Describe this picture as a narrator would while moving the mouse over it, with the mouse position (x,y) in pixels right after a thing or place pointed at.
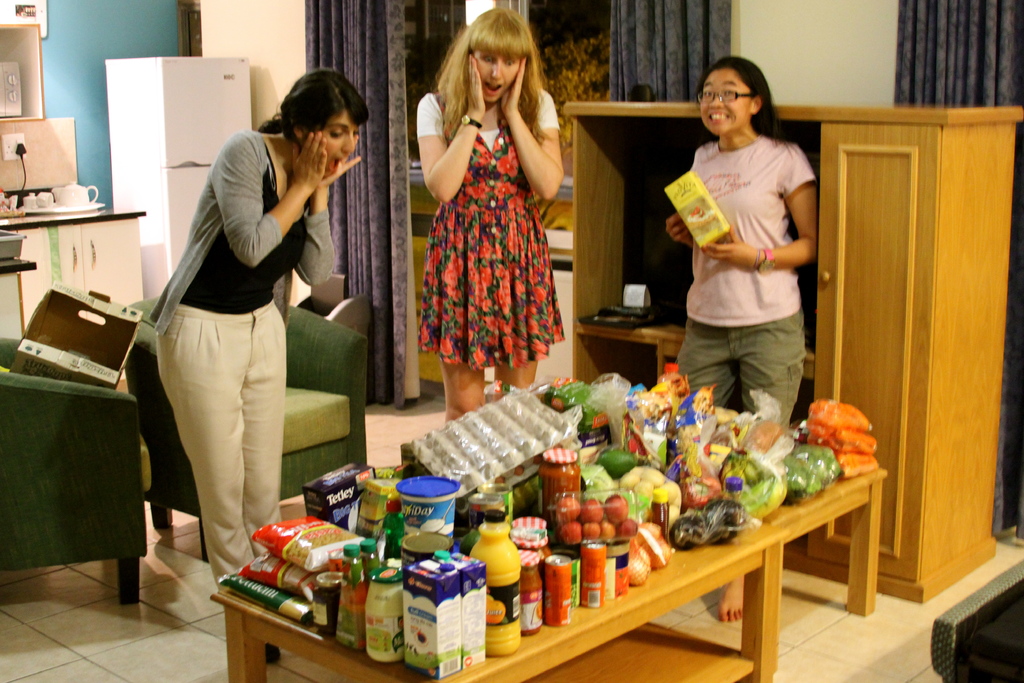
In this picture we can see three girls (469,251) in the image. On the center table (638,679) we can see some vegetables (736,530) and dairy products (453,511). Behind we can see a green sofa (131,362) and white refrigerator (163,116). In the background (374,13) there are some curtains (620,59) and white wall (782,34).
